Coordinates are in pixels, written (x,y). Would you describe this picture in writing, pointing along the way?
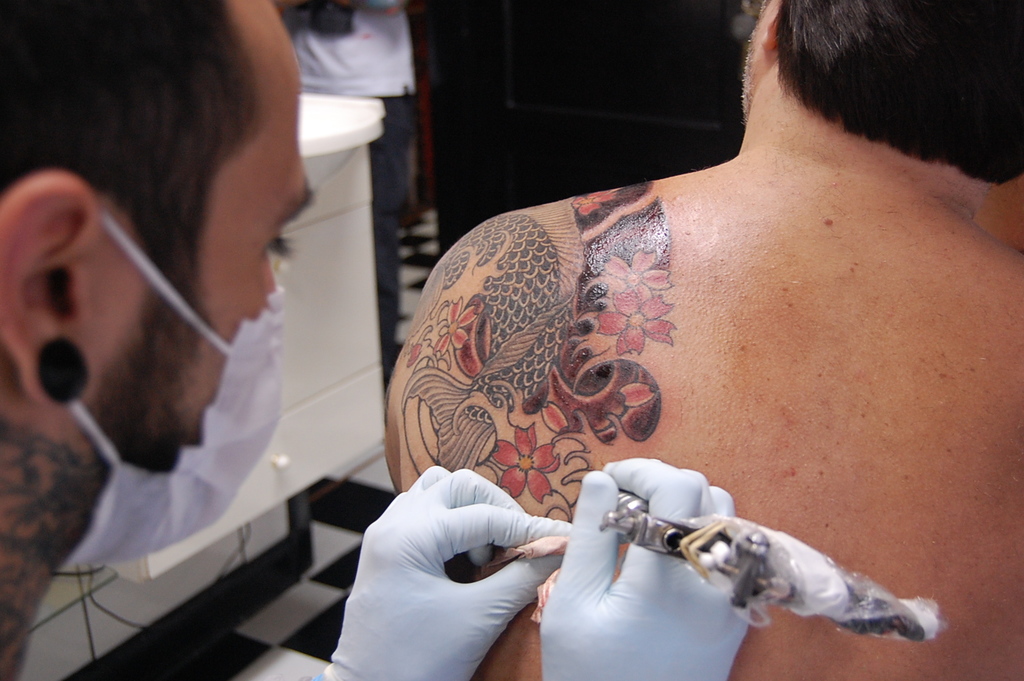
In this image we can see a person (121,312) wearing mask (243,412), earring (76,379), gloves (606,654) is holding something in the hand (609,559). And the person (406,561) is doing tattoo (642,348) on another person's body (623,315). In the back (342,224) there is a cupboard (340,187).
